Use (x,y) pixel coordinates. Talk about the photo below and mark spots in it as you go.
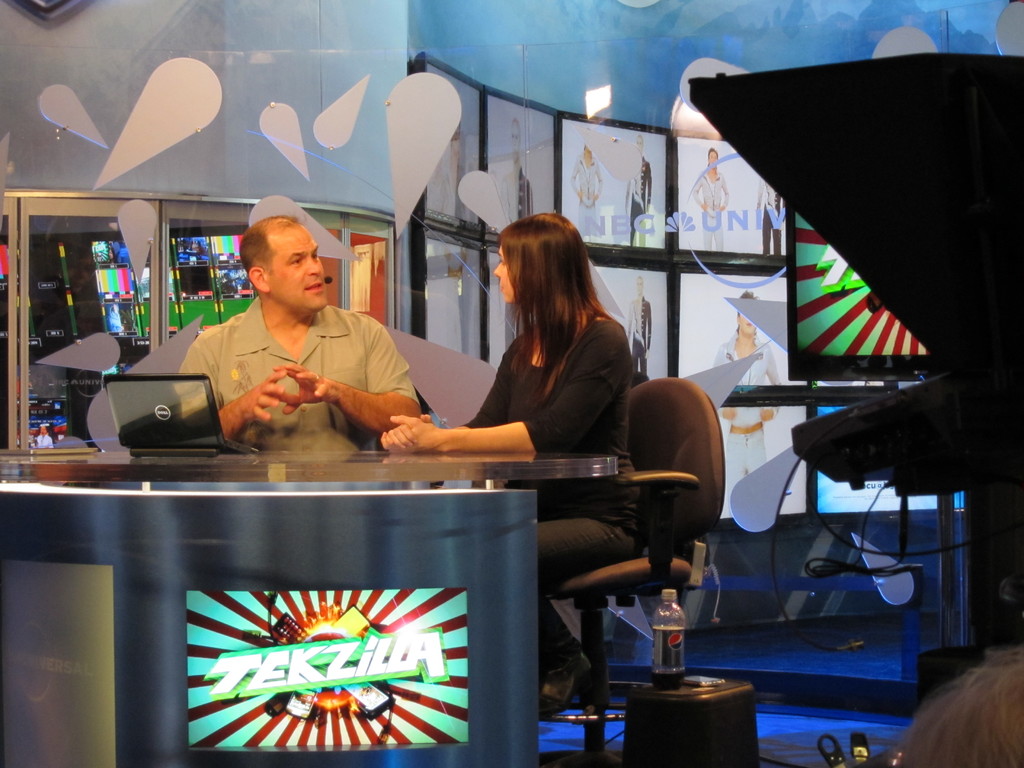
In this picture I can see a man (272,331) and a woman (511,355) in front (552,396) who are sitting on chairs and I see a desk (193,479) in front of them on which there is a thing (124,437). In the background (102,410) I see the wall (548,32) and I see number of TV screens (662,233) and on the bottom of this image (696,730) I see a stool (676,699) on which there is a bottle (677,644) and on the right side of this image (814,140) I see the black color thing (805,179) and the wires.
